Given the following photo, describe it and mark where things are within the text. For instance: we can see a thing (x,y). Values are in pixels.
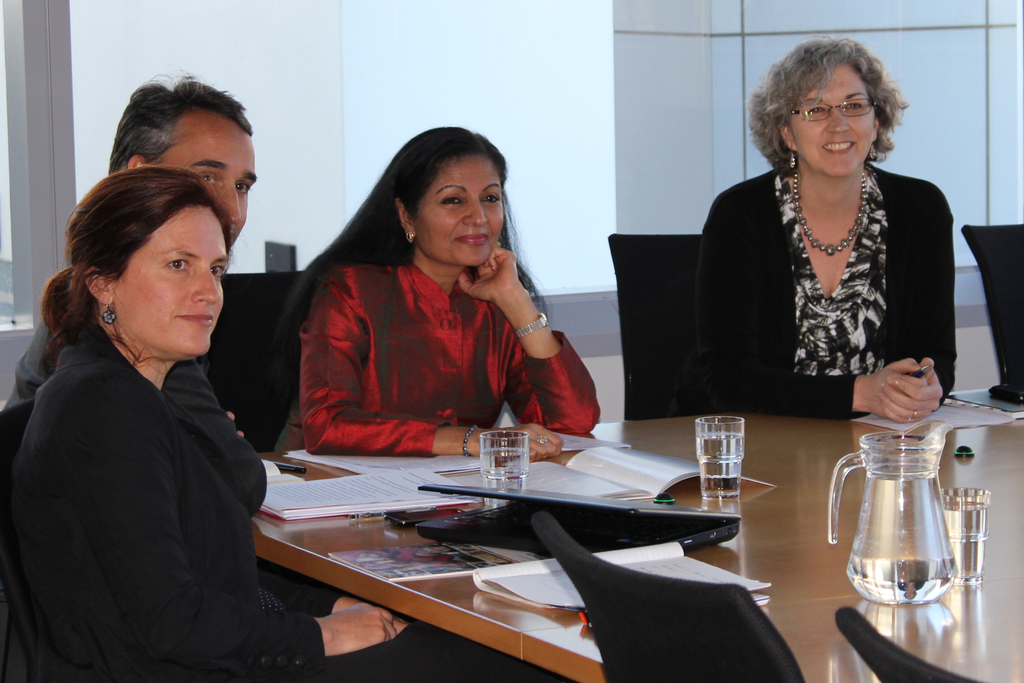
In this Image I see a man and 3 women (126,287) who are sitting on chairs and I see that these 2 are smiling. I can also see there is a table (1006,662) in front of them on which there are books (290,484), a laptop (473,531), glasses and a jar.
